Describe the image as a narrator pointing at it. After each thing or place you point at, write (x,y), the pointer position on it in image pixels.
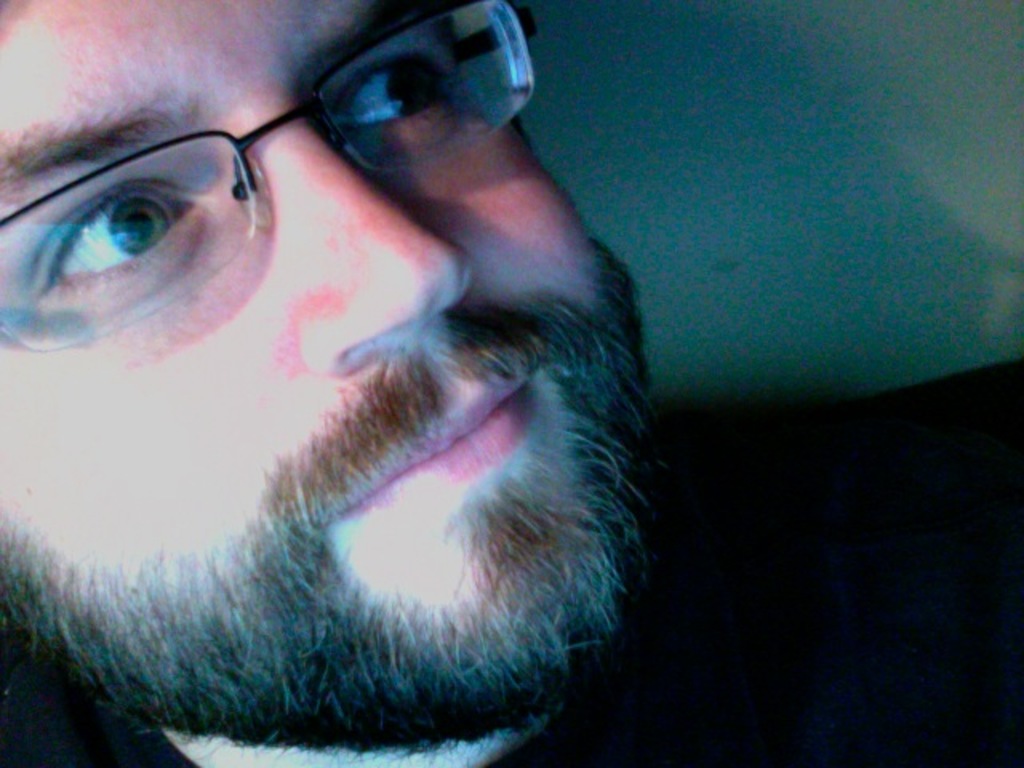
In this image we can see a person (418,313) wearing specs (98,245).
